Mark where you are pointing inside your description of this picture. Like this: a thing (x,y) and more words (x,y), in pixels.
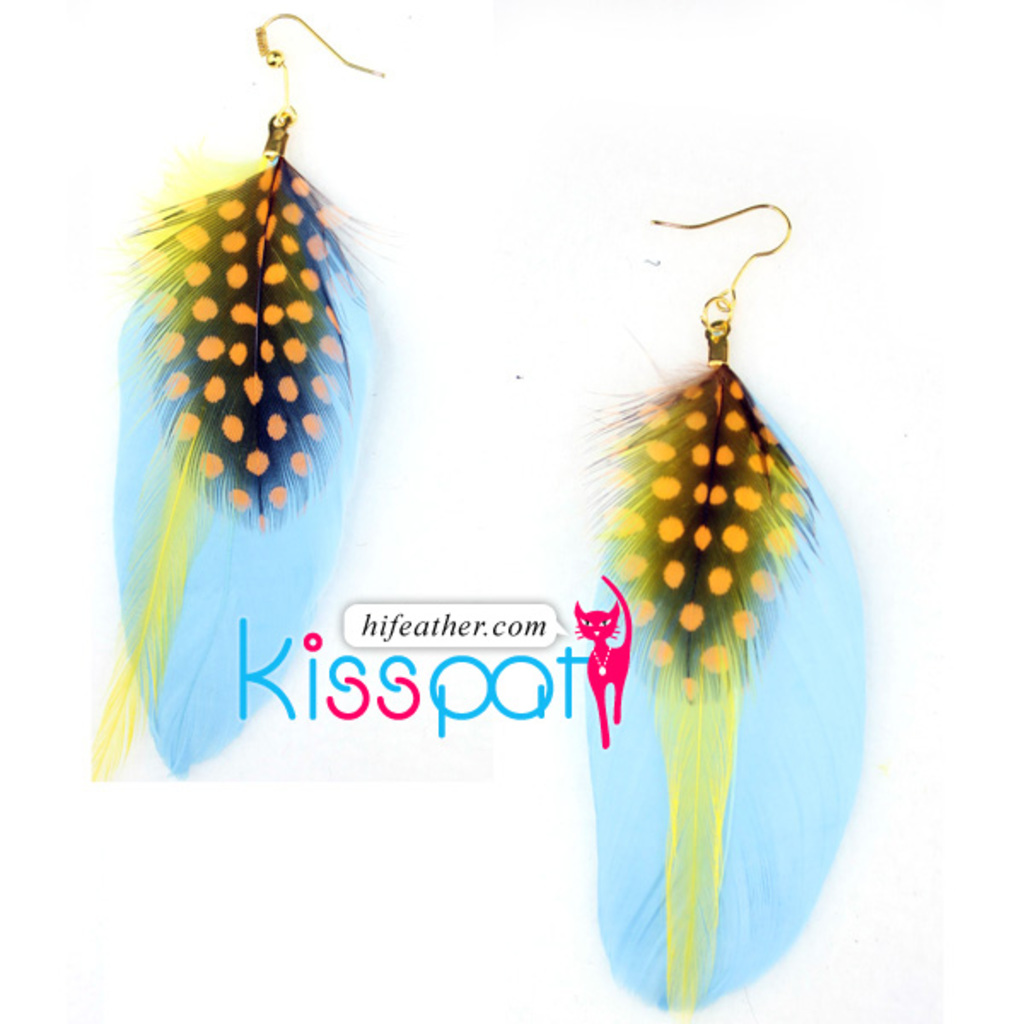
In this image we can see earrings (636,992) and some text (488,612).
